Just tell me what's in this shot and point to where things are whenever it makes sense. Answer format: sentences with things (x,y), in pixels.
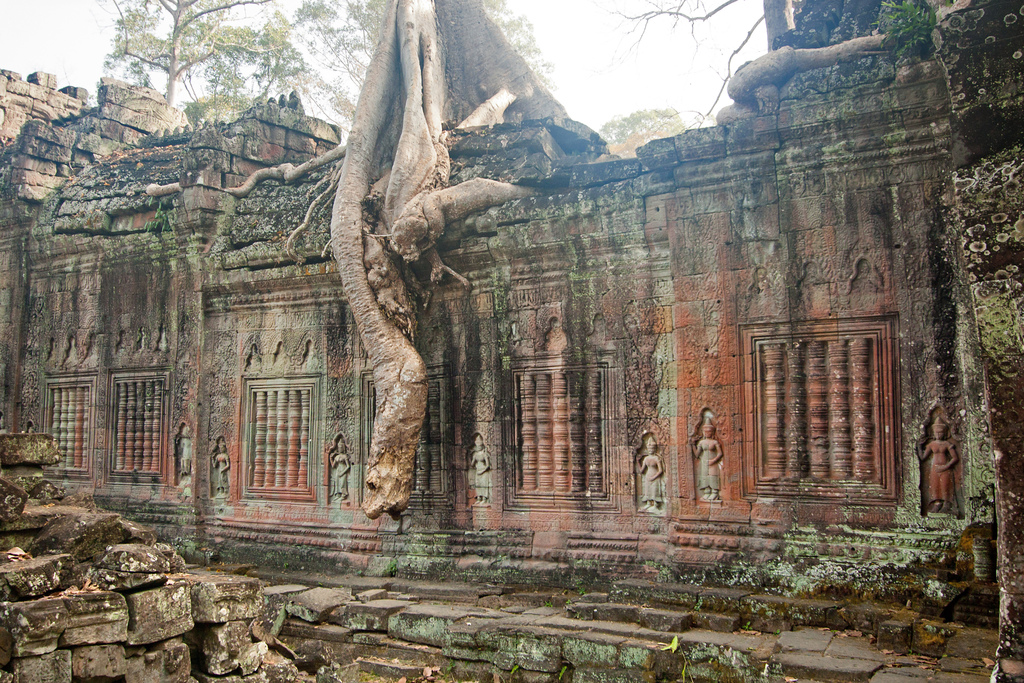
In this image we can see a structure (630,461) which looks like a temple (411,519) and we can see some sculptures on the wall (649,563). There are some trees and at the top (660,72) we can see the sky (673,87).
